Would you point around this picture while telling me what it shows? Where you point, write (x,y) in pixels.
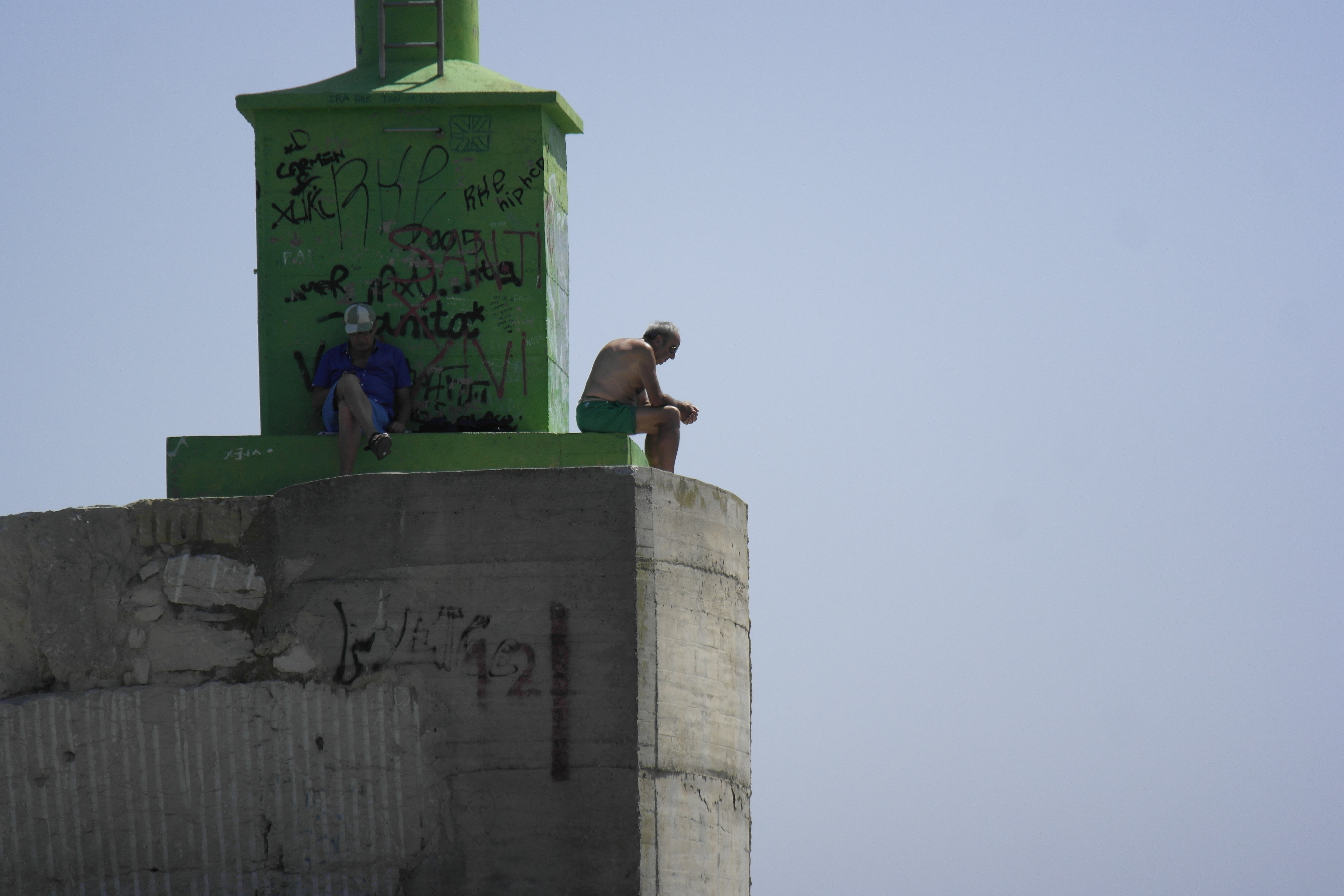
In this picture, it seems like people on the architecture (511,284) in the foreground (639,407) and the sky (775,282) in the background (597,331).
